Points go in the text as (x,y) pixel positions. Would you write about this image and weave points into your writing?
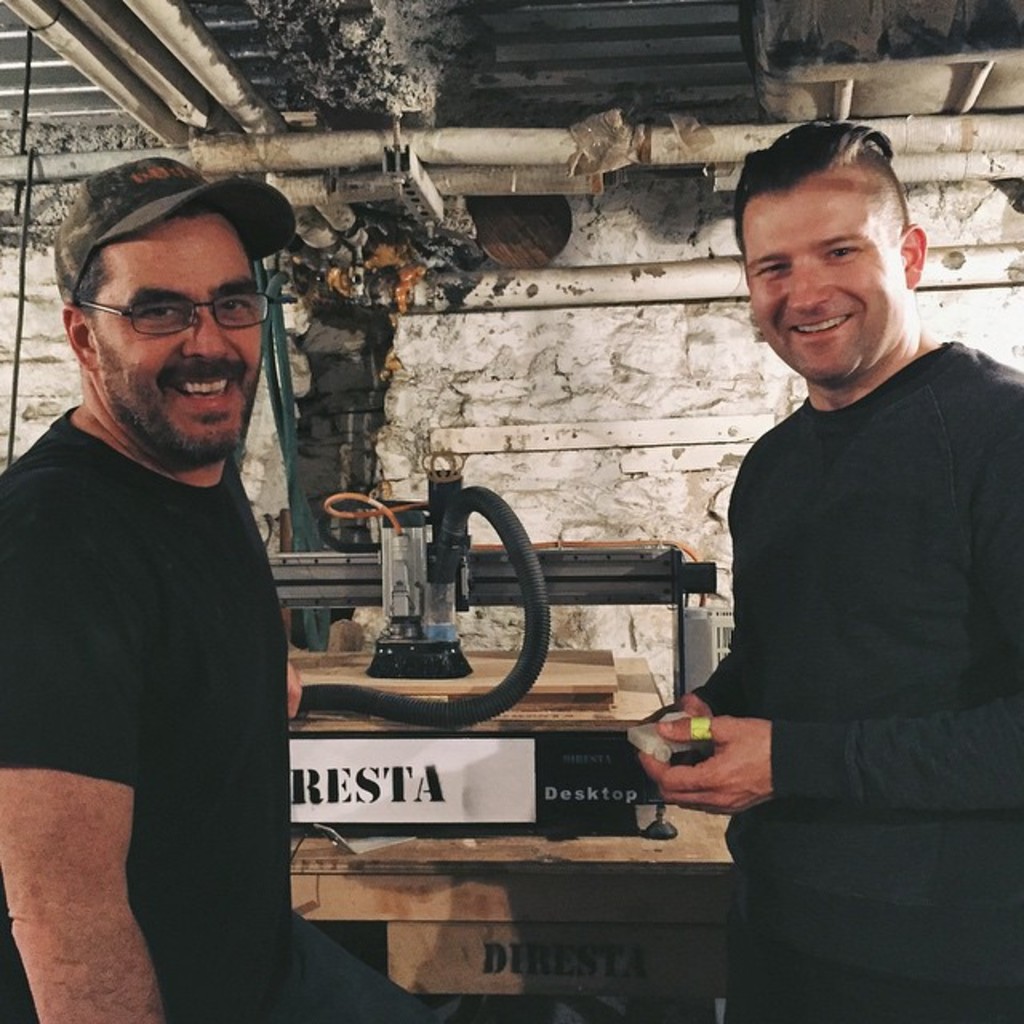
In this image, we can see two persons (104,276) wearing clothes (192,768). There is a machine (409,618) on wooden sheets (491,677). There is a table (599,864) at the bottom of the image (550,952). There are pipes (487,179) at the top of the image (581,146).
